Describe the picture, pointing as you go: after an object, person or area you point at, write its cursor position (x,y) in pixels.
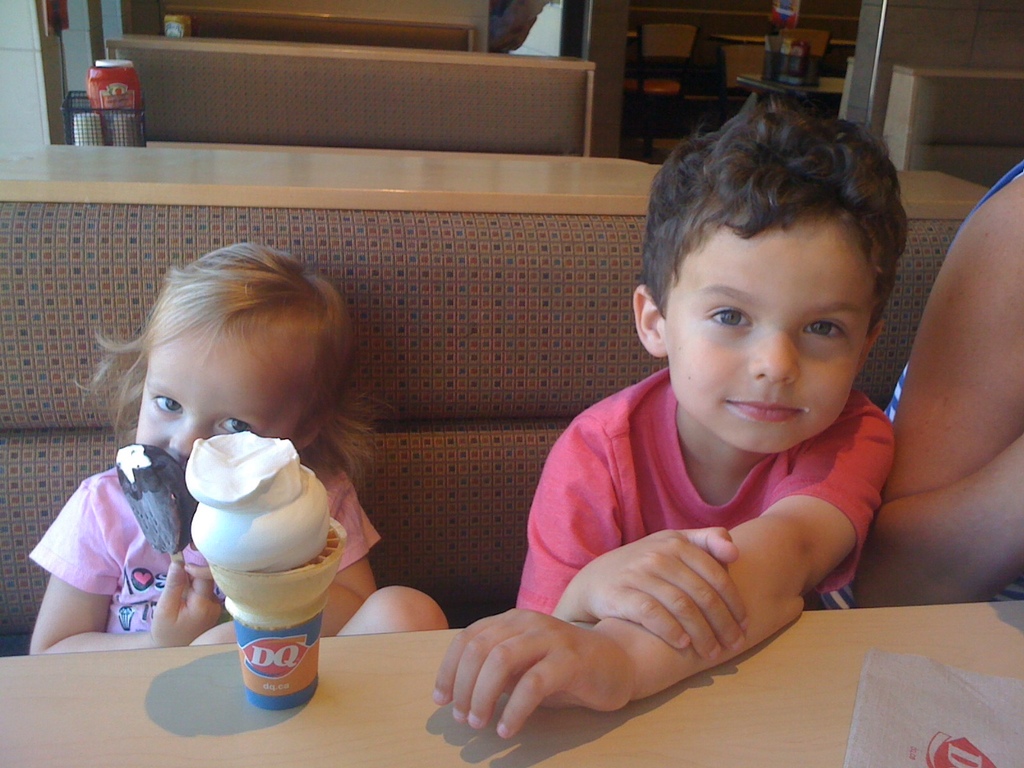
In this image, I can see a girl (329,497) and a boy (674,438) sitting. This girl (352,541) is holding an ice cream (169,514) in her hand (179,566). I think this picture was taken in the restaurant (768,44). On the right side of the image (936,532), I can see another person (936,484) sitting. This is a table (572,722) with a paper (968,692) and an ice cream (311,675) on it. These are the tables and benches (497,64). I can see the objects (113,87) placed on the tables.
